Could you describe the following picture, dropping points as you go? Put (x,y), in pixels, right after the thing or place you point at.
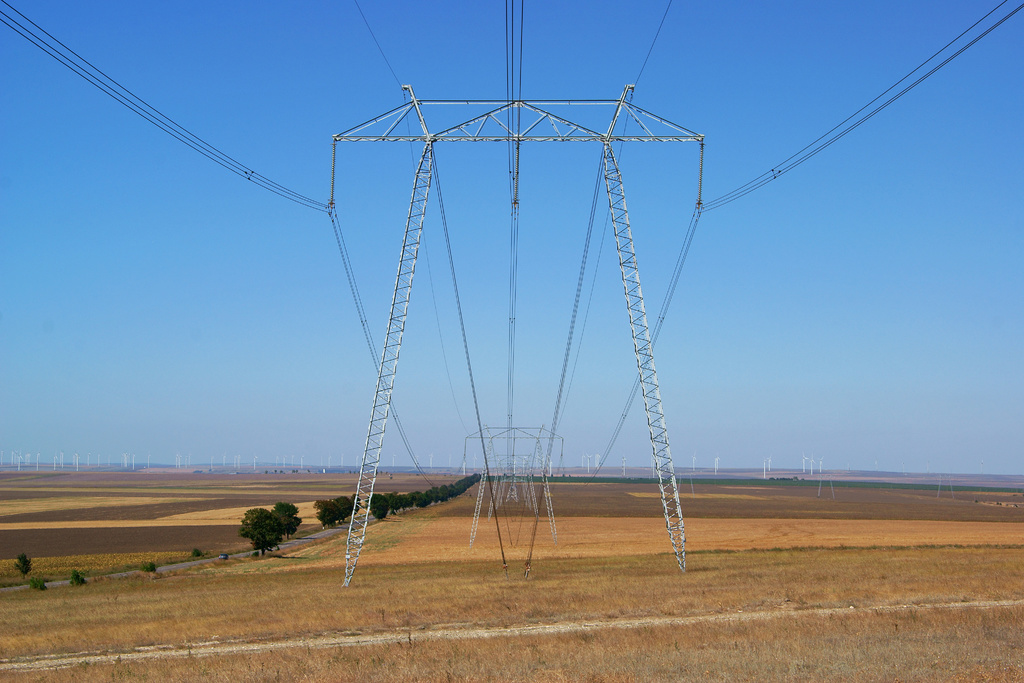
In this image we can see electric towers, electric cables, grass (344,561), trees (427,502) and sky (316,318). In the background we can see windmills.
